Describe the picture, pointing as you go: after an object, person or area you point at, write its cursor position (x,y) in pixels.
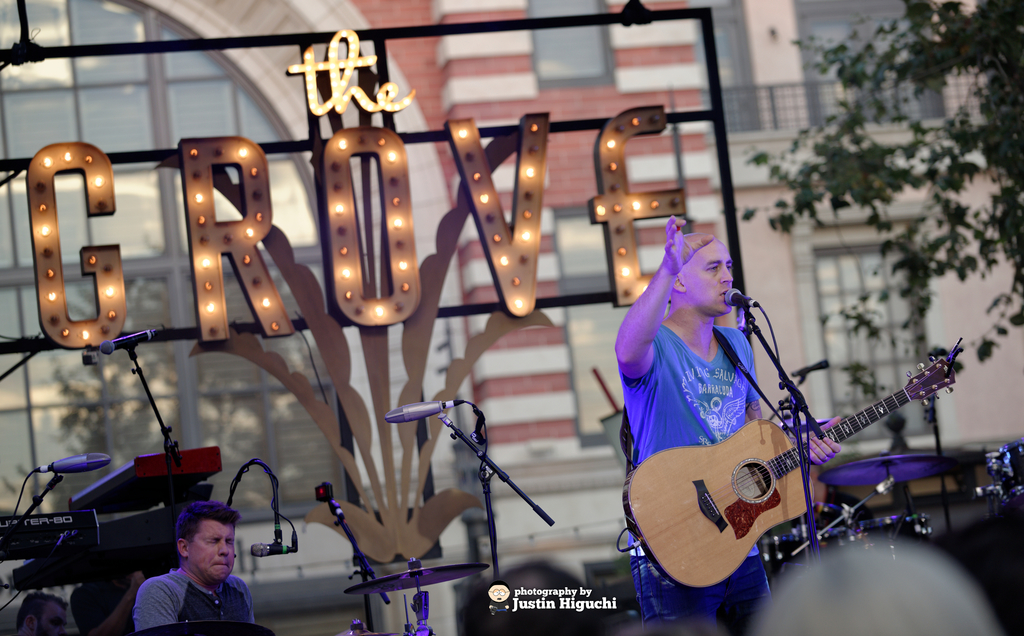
In this image I can see a two person (682,284). In front (666,545) the person (716,317) is holding a guitar (709,466) and there is a mic (749,298) and a stand (803,476). At the back side (787,255) there is a building (789,252) and a tree (935,184).
